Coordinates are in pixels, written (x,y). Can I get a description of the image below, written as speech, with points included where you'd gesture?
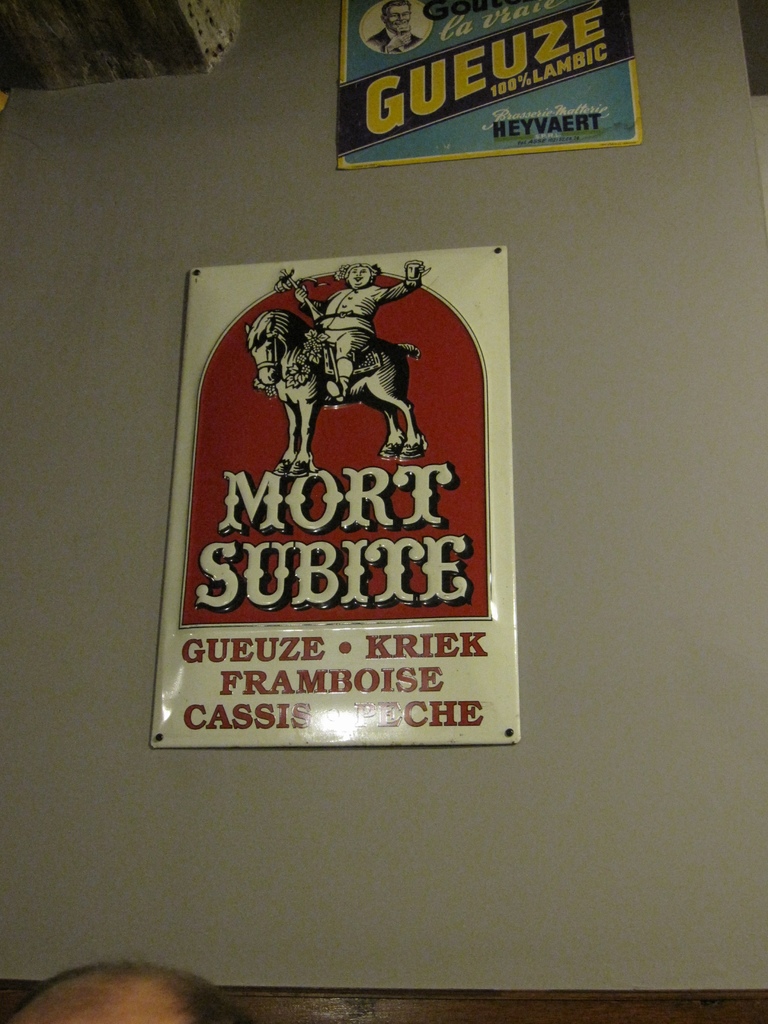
In the image we can see a poster (314,662), in the poster (468,309) there is an animated person (342,337) and horse (288,374), and this is a printed text (307,680). We can even see a human head (116,992).
